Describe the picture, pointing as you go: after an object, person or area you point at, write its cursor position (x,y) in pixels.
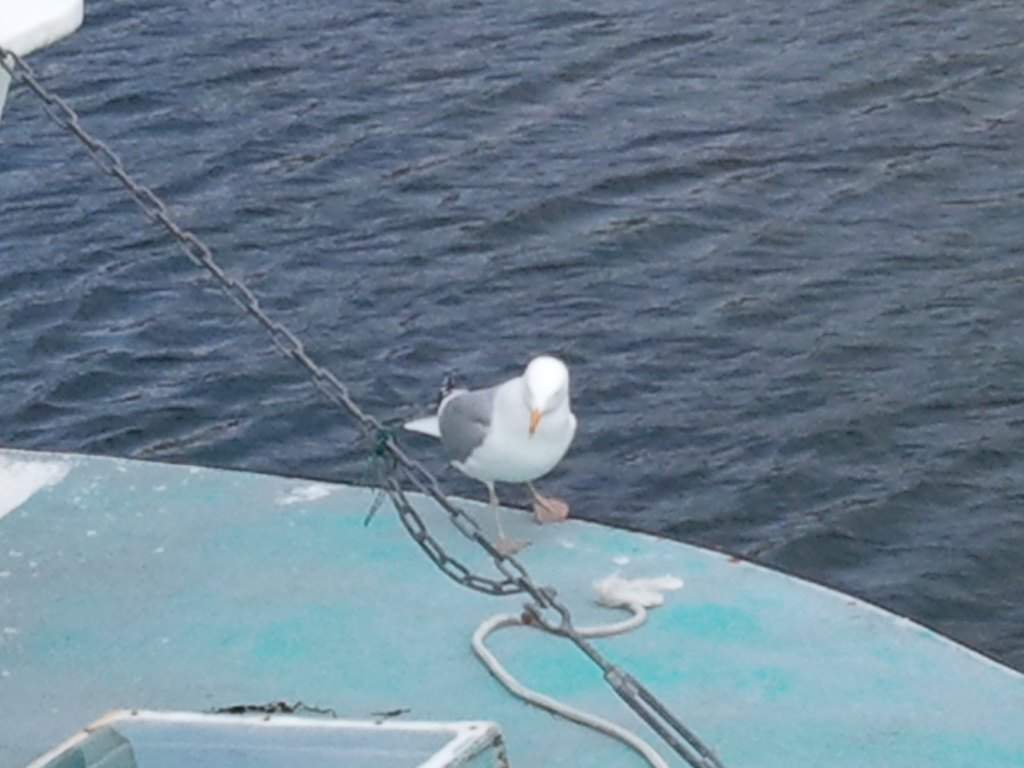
In this image there is water (629,181), there is an object (297,738) towards the bottom of the image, there is a bird (557,455), there is a rope (481,649) towards the bottom of the image (640,609), there is a metal chain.
